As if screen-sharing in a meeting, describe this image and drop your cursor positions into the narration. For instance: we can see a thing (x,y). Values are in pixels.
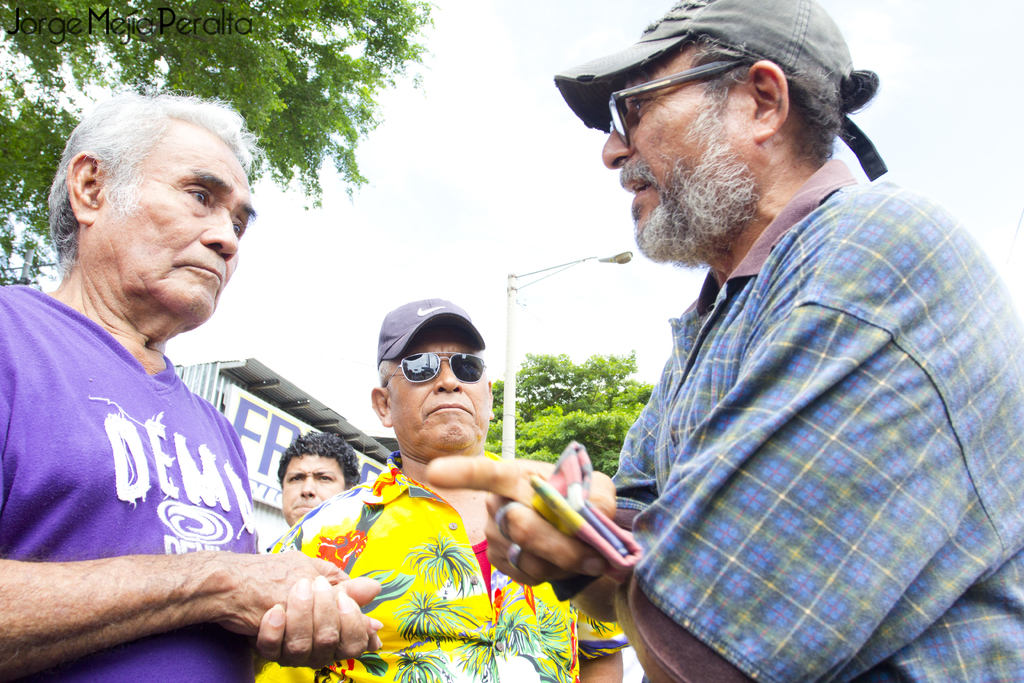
In this image we can see people (436,544) standing. In the background (514,304) there is a shed (285,448) and a pole (509,285). We can see trees (612,410) and sky (487,172).
